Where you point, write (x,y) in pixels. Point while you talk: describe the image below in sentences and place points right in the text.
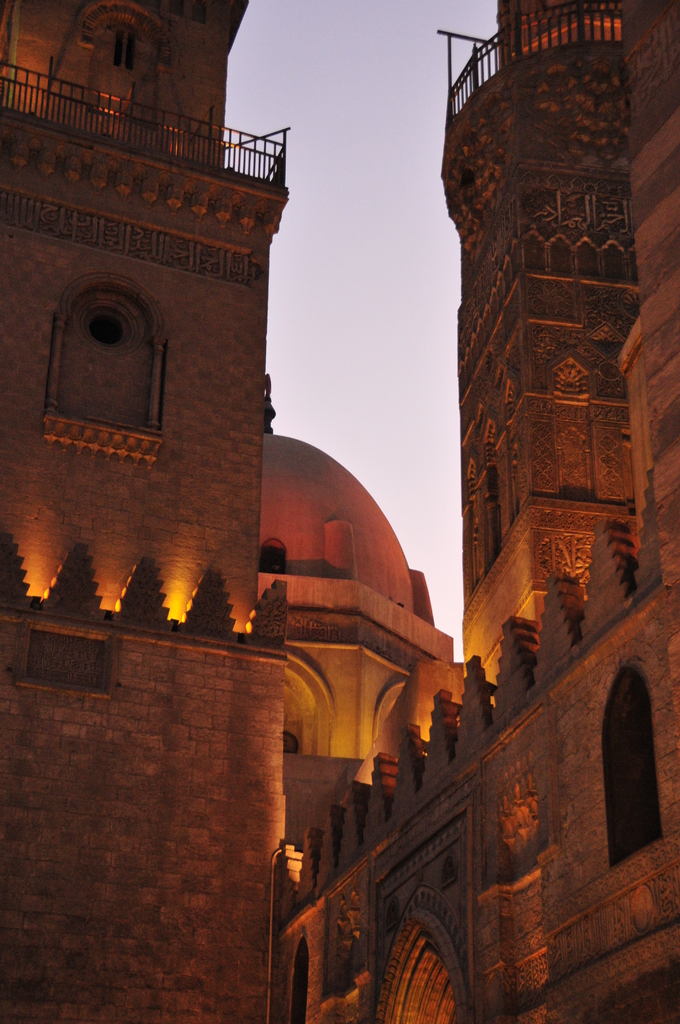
In this image I can see buildings (332,699), windows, lights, fence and the sky (348,248). This image is taken may be near the buildings (361,744).
